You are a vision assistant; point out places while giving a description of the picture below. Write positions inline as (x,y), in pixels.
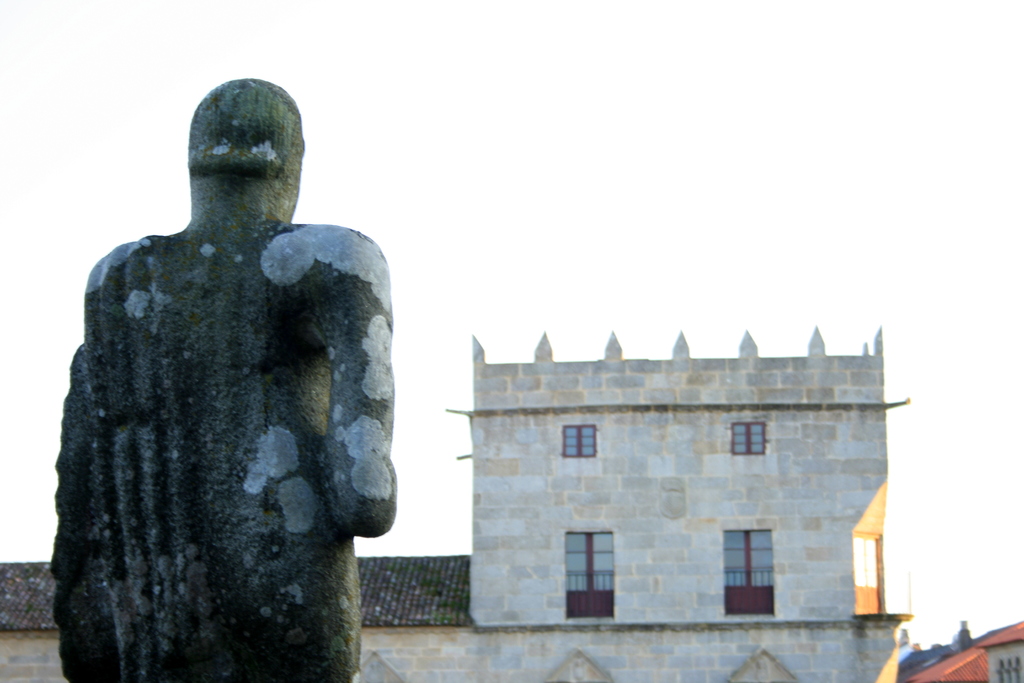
In the foreground of the image (197,326) there is a statue (270,575). In the background of the image (433,563) there is a building (590,539). At the top of the image (616,115) there is sky (587,112).
